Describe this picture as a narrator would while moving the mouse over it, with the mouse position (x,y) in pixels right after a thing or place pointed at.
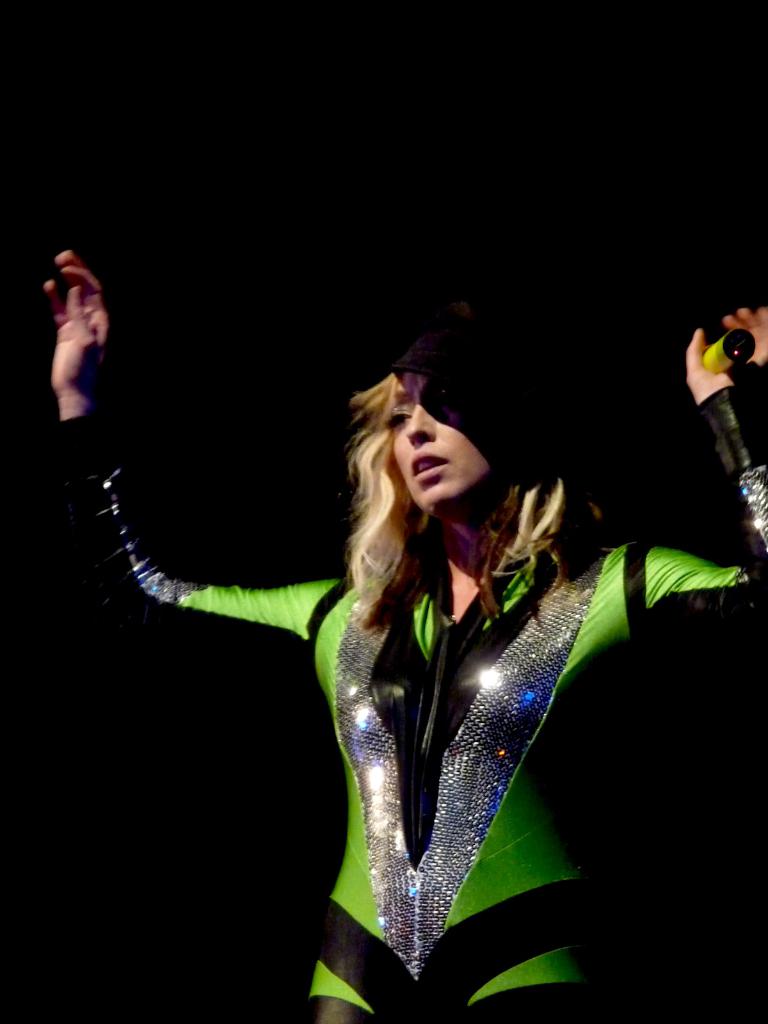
In this picture we can see a woman (507,624) wearing a costume (644,592) and holding an object (707,368) in her hand (709,390). Background (651,295) is black in color.
